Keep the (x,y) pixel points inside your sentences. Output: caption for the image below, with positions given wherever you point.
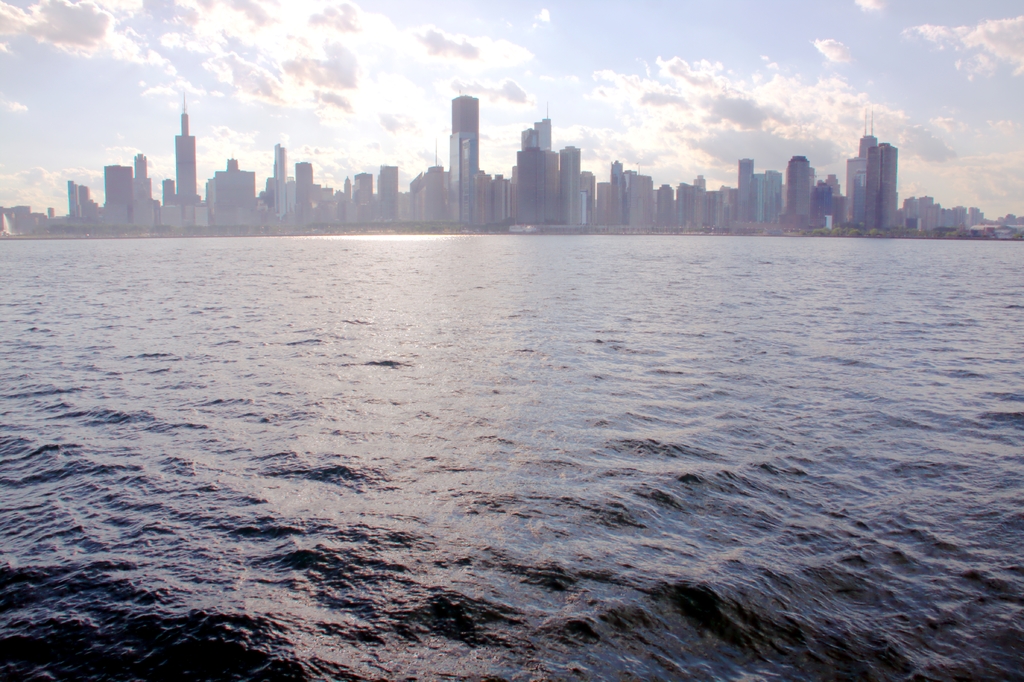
In this picture we can see water (436,386), buildings (286,191) and skyscrapers (793,203). Behind the skyscrapers (546,202) there is a sky (454,68).
